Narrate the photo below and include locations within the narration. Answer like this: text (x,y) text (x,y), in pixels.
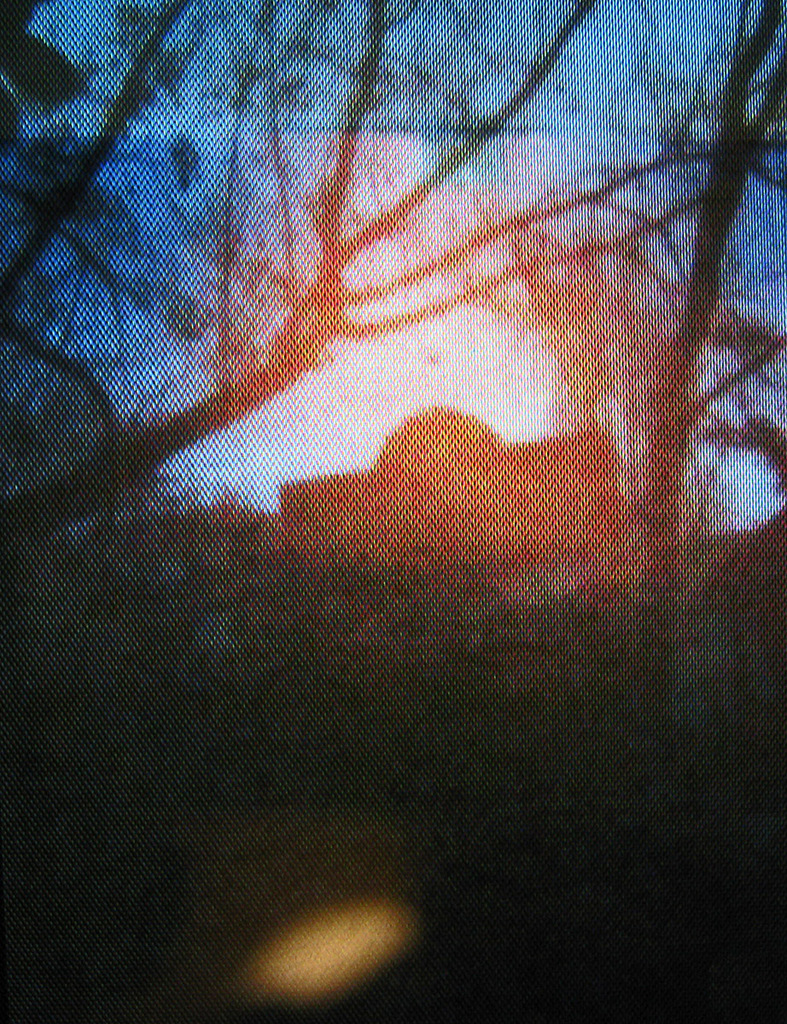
This image looks slightly blurred. I can see the trees (281,360) and a building (454,444). This is the sky (436,351).
